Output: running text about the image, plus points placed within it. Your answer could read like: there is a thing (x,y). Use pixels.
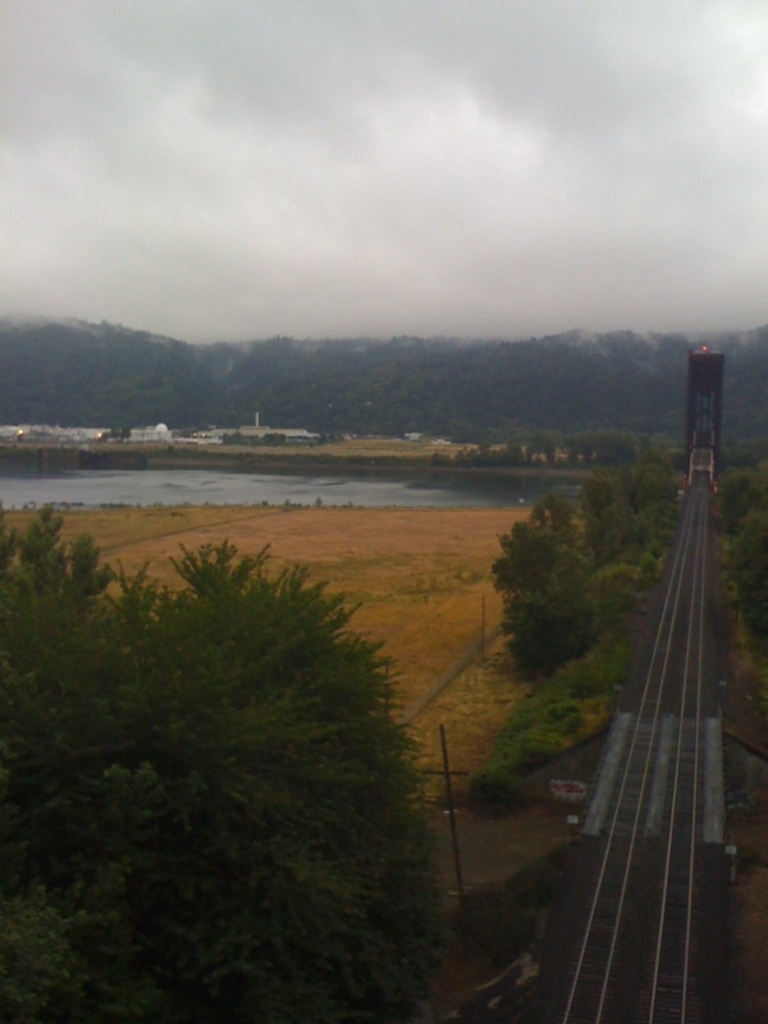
In this image I can see on the right side (642,1022) there is the railway track (669,614), in the middle (301,681) there are trees (235,626), at the back side (253,475) it looks like a pond (202,475). At the top (439,182) it is the cloudy sky (400,158).
